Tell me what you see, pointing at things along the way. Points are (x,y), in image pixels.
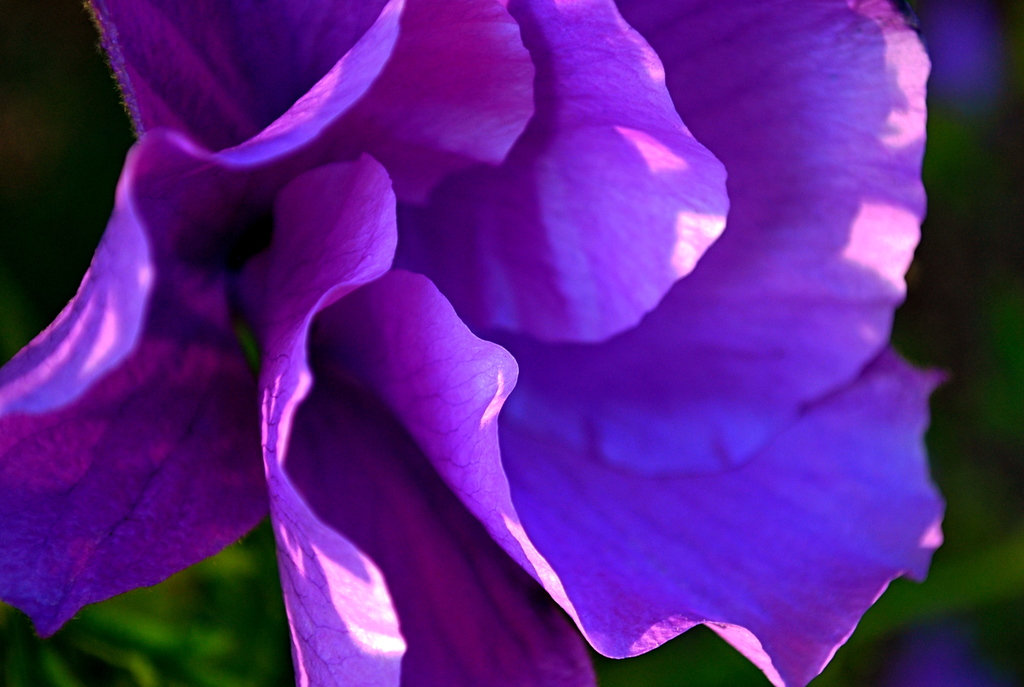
This image is taken outdoors. In this image the background (204,613) is a little blurred and there is a plant (195,604). In the middle of the image (497,300) there is a flower (321,295). The flower (316,319) is purple in color.
